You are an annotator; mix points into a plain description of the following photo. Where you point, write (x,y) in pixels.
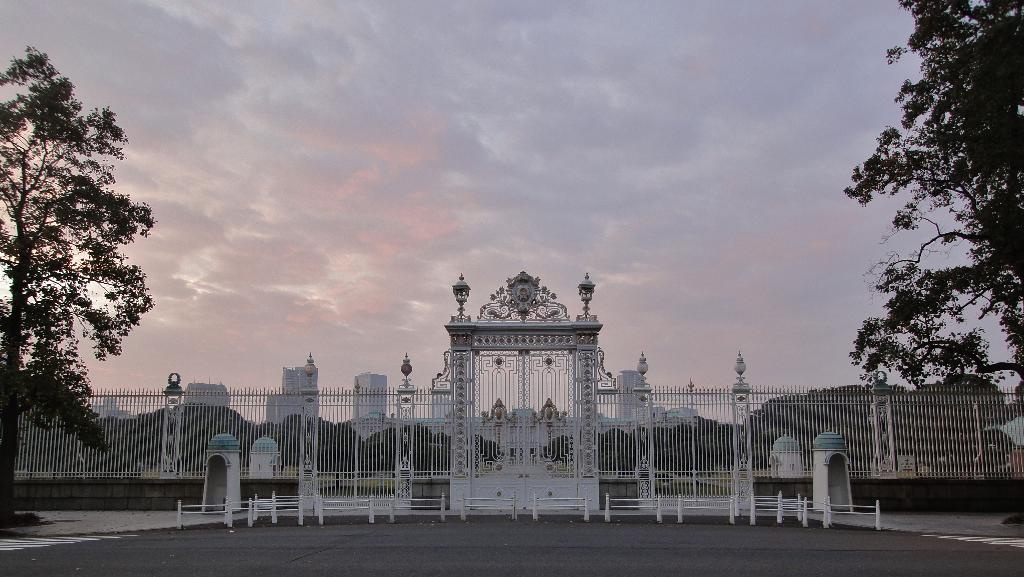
In this picture we can see there are iron grilles (630,389) and a gate (492,419). Behind the gate (489,418) there are trees (363,431), buildings (626,408) and the sky (503,205). In front of the gate (494,444) there are small poles (462,496) and a road (456,555).
